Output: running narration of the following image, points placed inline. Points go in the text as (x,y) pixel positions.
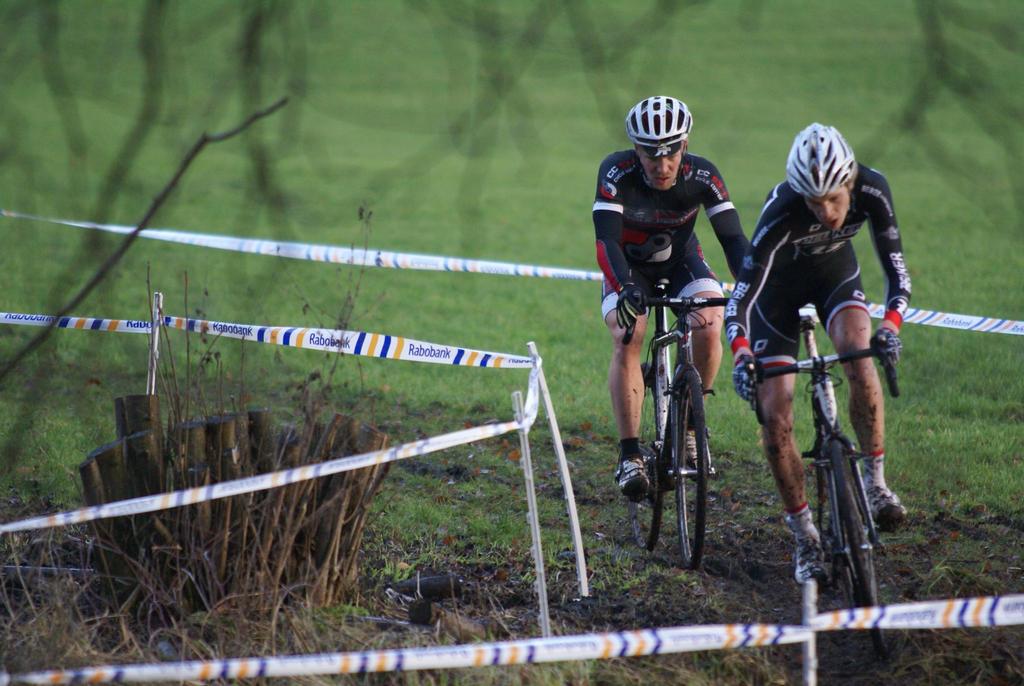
In the picture I can see two men (731,212) riding a bicycle (683,516). They are wearing a sport dress (599,212) and there is a helmet (817,153) on their heads (684,150). I can see the fence (965,615) and green grass (410,176) in the image.
